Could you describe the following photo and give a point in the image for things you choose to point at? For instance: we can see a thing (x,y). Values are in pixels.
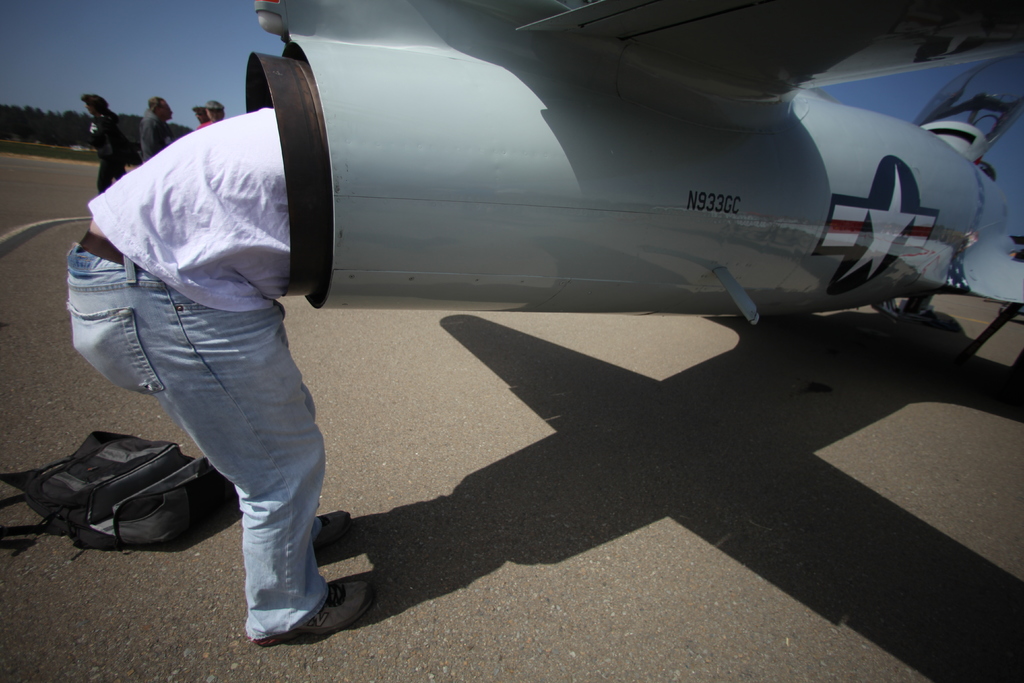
In this image there is a person (203,239) placed his head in the part (444,155) of an airplane (558,160), behind them there are a few people (110,150) standing, there is a bag (77,465) on the surface (2,273) and in the background (124,55) there is the sky (183,121).
